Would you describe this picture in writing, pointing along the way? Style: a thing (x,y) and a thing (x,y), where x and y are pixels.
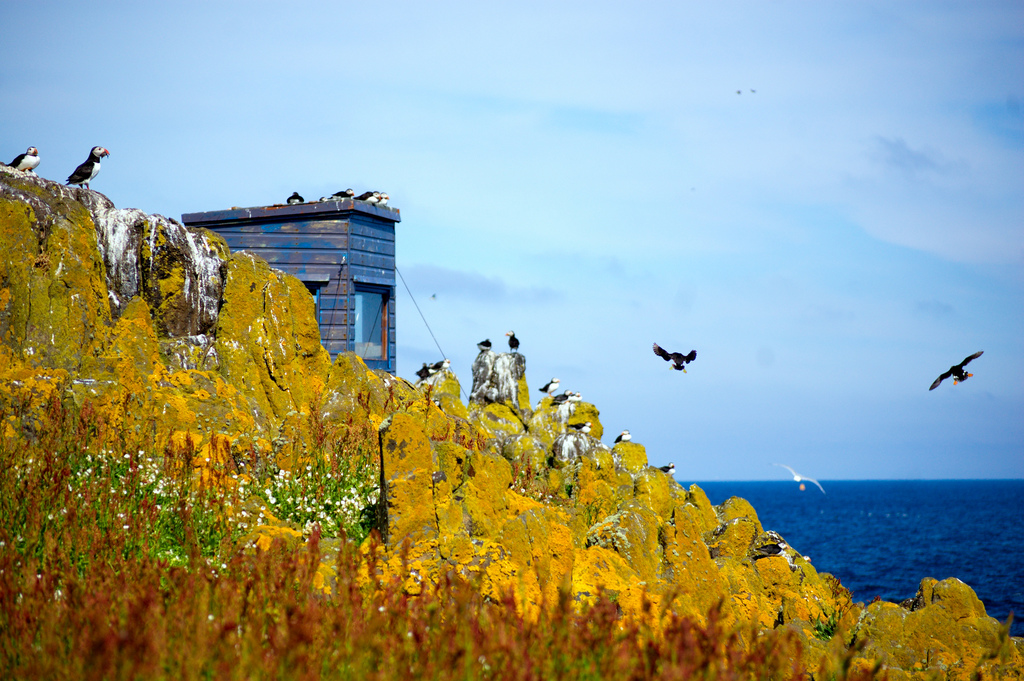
Here in this picture we can see mountains (290,406) present and we can also see a room (332,293) present on it and we can see some birds (101,167) present and flying and we can also see water (790,489) covered in front of it and we can also see some plants (179,504) present in the front (179,504) and we can see clouds (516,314) in the sky (601,338).
